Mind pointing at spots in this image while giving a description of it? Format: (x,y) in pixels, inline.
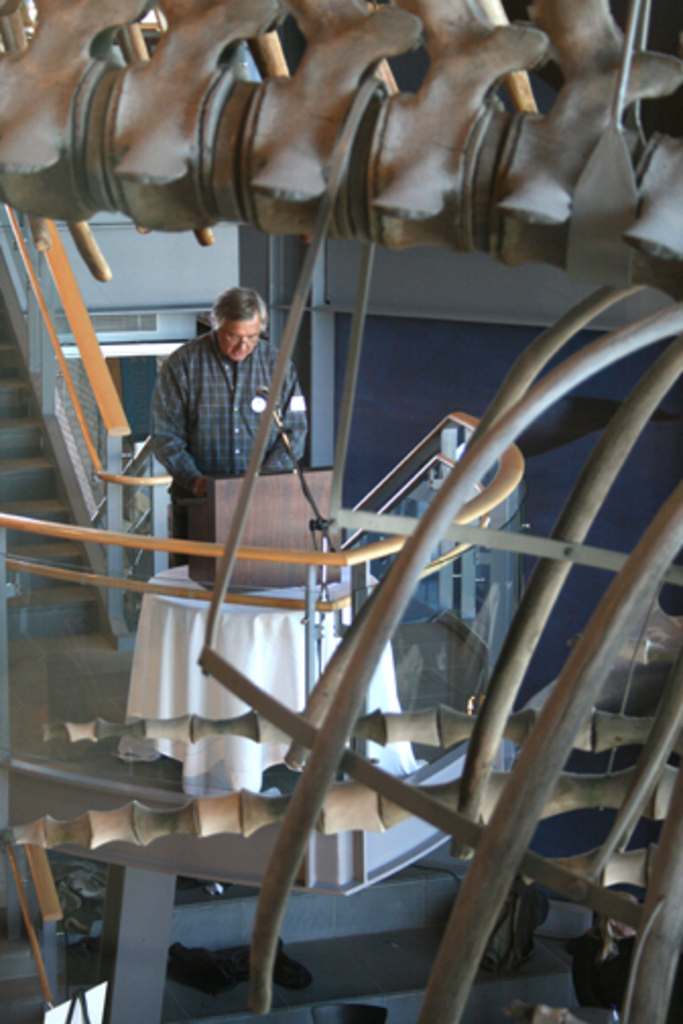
In the center of the image (292,416) there is a person (287,390) standing. There is a table (180,604) in front of him with a white color cloth (197,669) on it. There are staircase (46,509). There is staircase railing (35,278). In the foreground of the image (385,104) there is some object (386,244).
